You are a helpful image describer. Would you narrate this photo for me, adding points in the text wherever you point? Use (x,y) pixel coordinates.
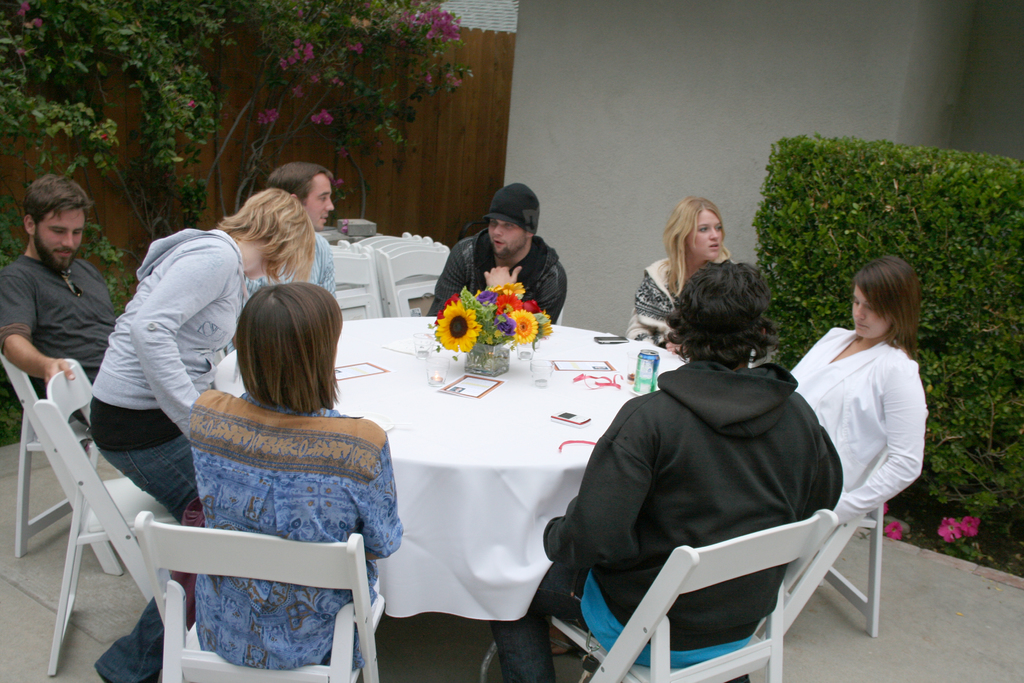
In this image, there is a table (547,460) which is covered by a white color cloth (492,400), There are some people (779,502) sitting on the chairs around the table (505,388), In the background (907,240) there are some plants (953,380) which are in green color and there is a wall (741,101) in white color, There are some plants (92,56) in the green color and there is a wall (392,142) in brown color in the left side of the image (336,211).
